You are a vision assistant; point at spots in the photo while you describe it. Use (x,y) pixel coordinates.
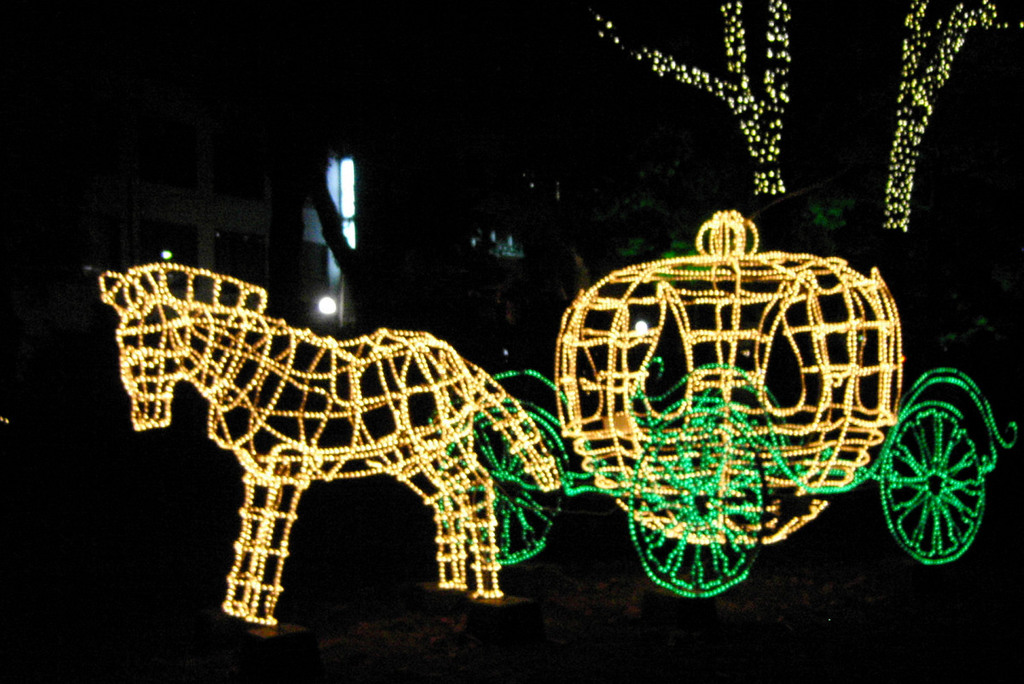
In this picture I can see a horse (287,464) and a cart (792,484) with rope lights (660,450) and I can see a house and trees (766,175) with lights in the back (791,13) and I can see dark background (683,160).
